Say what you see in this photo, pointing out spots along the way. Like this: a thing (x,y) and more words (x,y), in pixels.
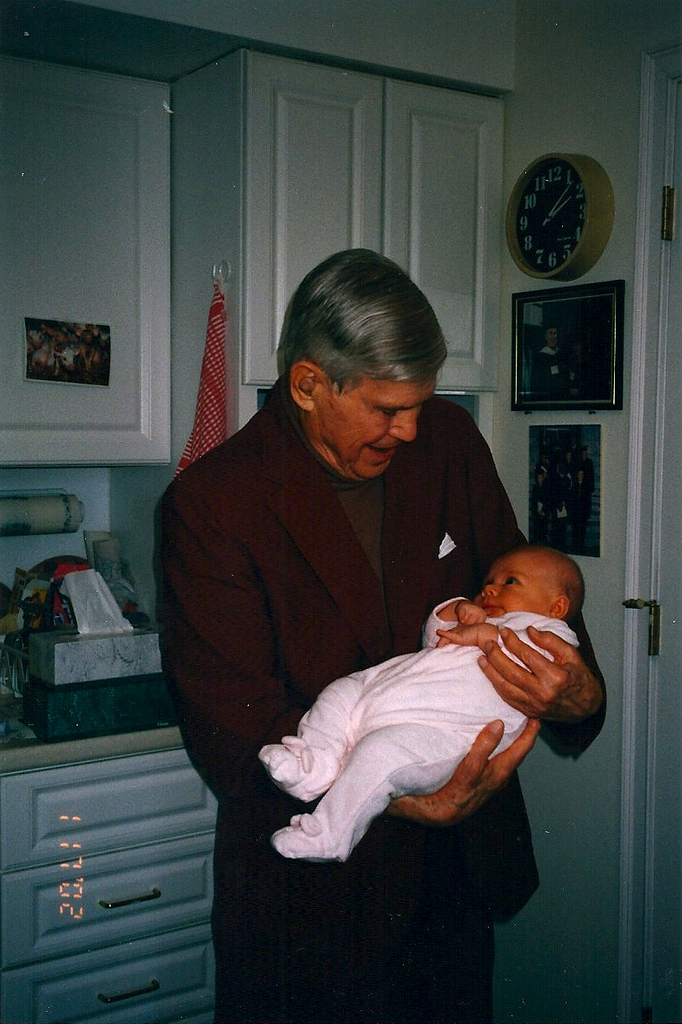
In the center of the picture (298,389) there is a person (228,833) in red suit (393,620), holding a baby (424,731). On the right (564,381) there are frame (568,308), clock (567,171), poster (554,495) and door (658,632). On the left (87,954) there are closet (36,290), drawer (79,872) and other objects (28,588). In the background (306,228) there are kerchief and closet (326,191).
